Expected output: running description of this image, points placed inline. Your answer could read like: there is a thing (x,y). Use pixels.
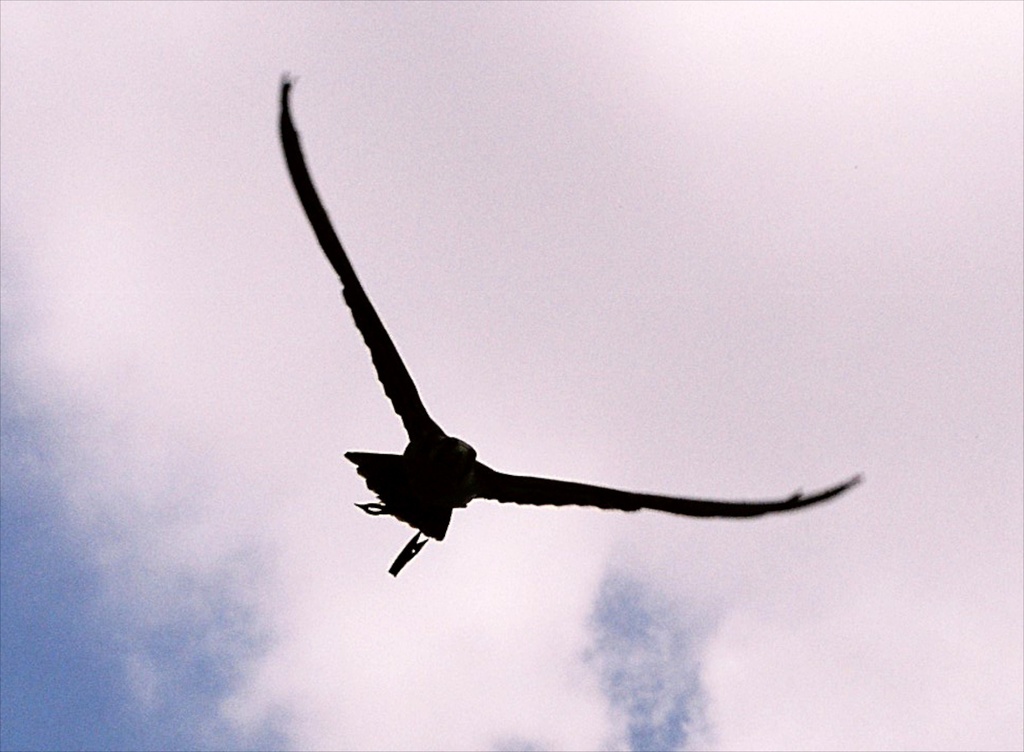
In this image we can see a bird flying in the air (505,562). In the background (233,510) there is sky (279,398) with clouds (929,81).
